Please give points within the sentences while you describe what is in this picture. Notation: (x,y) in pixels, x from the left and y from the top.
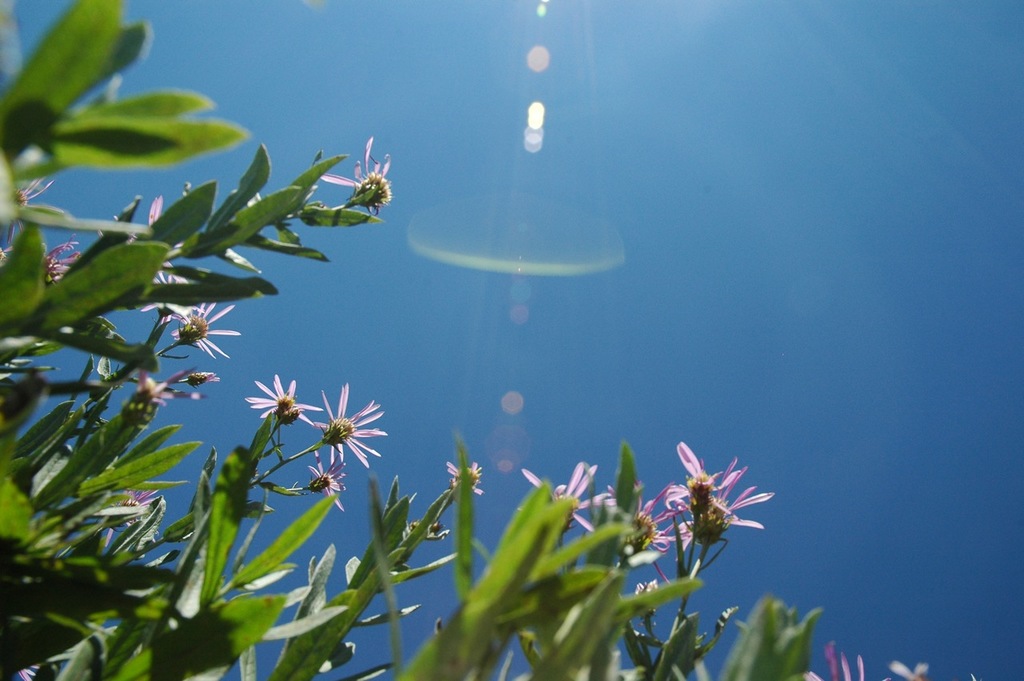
In this image, I can see the plants (98,260) with flowers (204,312) and leaves (227,513). These leaves (608,649) are green in color. I think this is the sky (783,343), which is blue in color.
